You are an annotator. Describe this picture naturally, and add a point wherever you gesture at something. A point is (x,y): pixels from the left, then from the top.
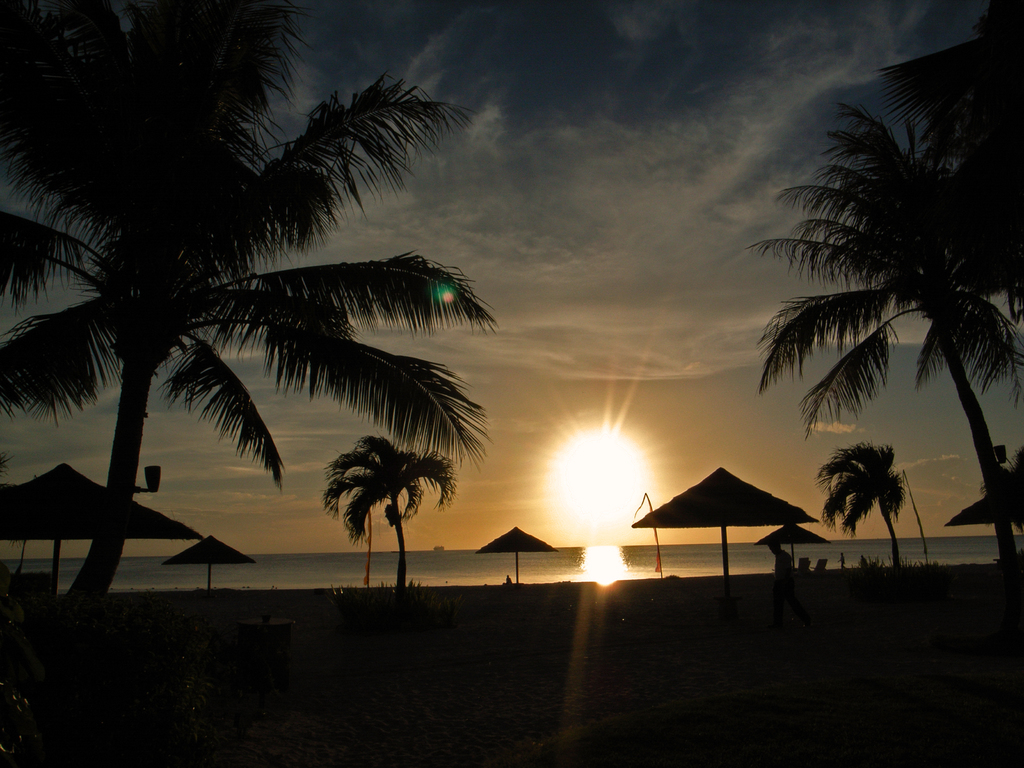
In this image I see the trees (436,397), umbrellas (710,498) and I see a person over here. In the background (642,546) I see the water (865,548) and the sun (599,451) and I see that this picture is a bit dark.
